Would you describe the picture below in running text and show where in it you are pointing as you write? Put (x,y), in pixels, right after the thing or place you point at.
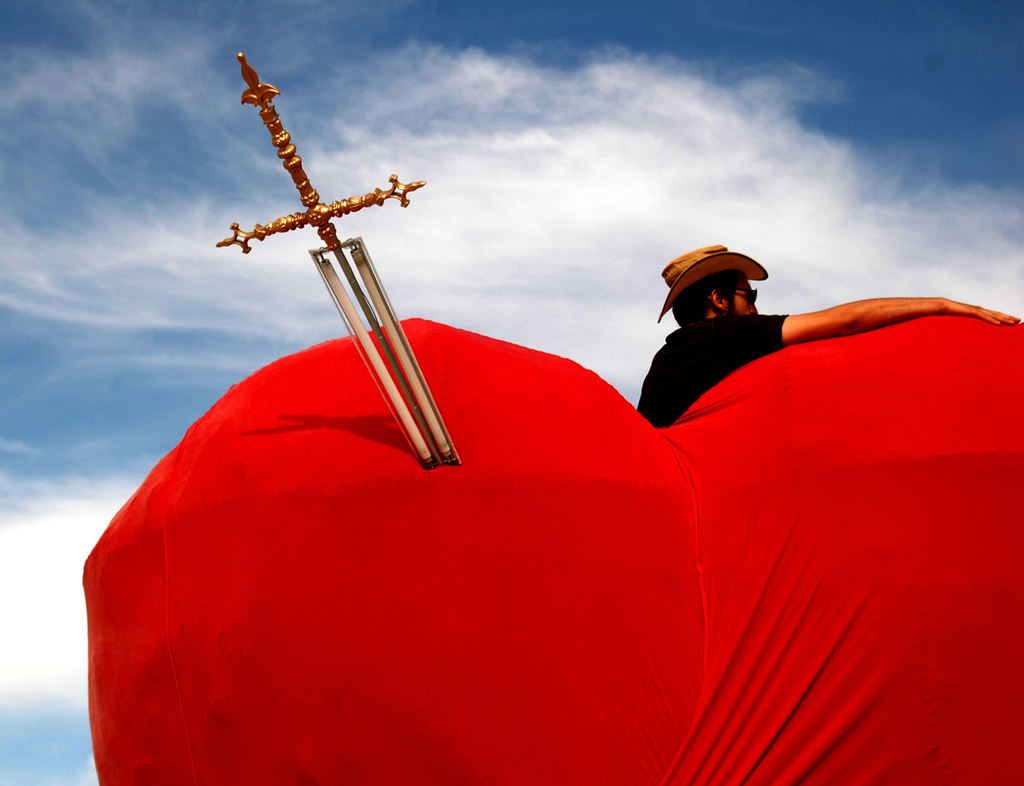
In this image I can see a sword (381,199). I can see a man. I can see a heart shaped object (690,570). It is red in color.
